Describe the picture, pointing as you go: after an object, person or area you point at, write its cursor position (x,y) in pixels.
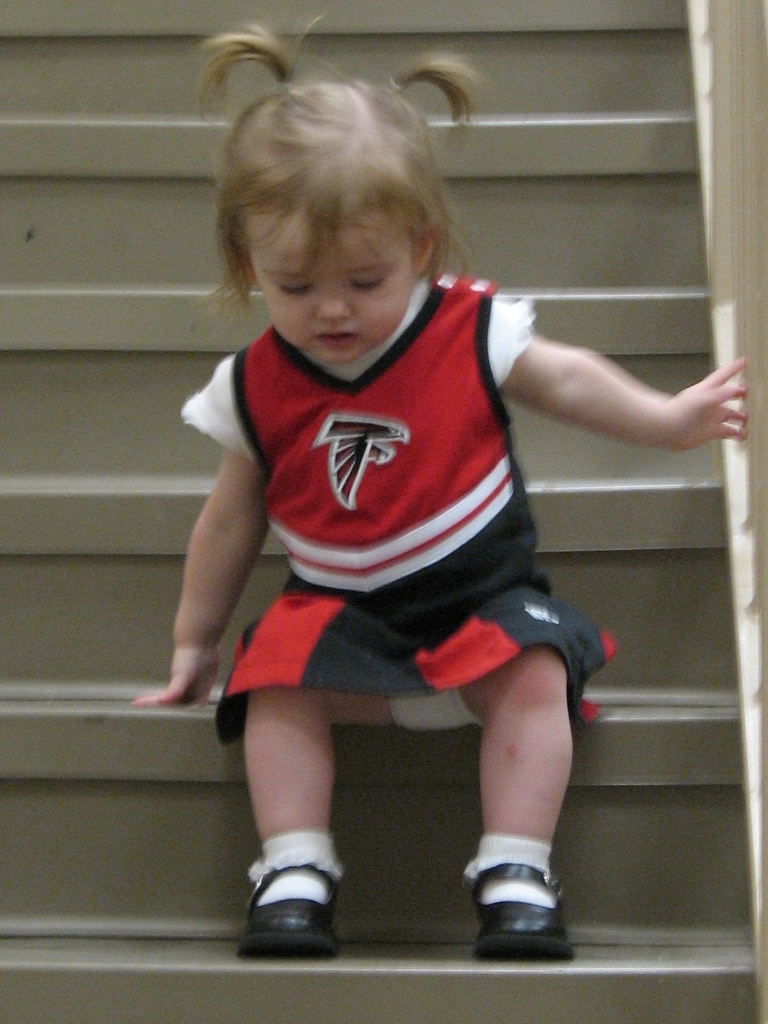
In the center of the picture (453,458) there is a kid (269,614) in red dress (337,496) sitting on the staircase (603,551). On the right (728,300) there is railing (757,532).
